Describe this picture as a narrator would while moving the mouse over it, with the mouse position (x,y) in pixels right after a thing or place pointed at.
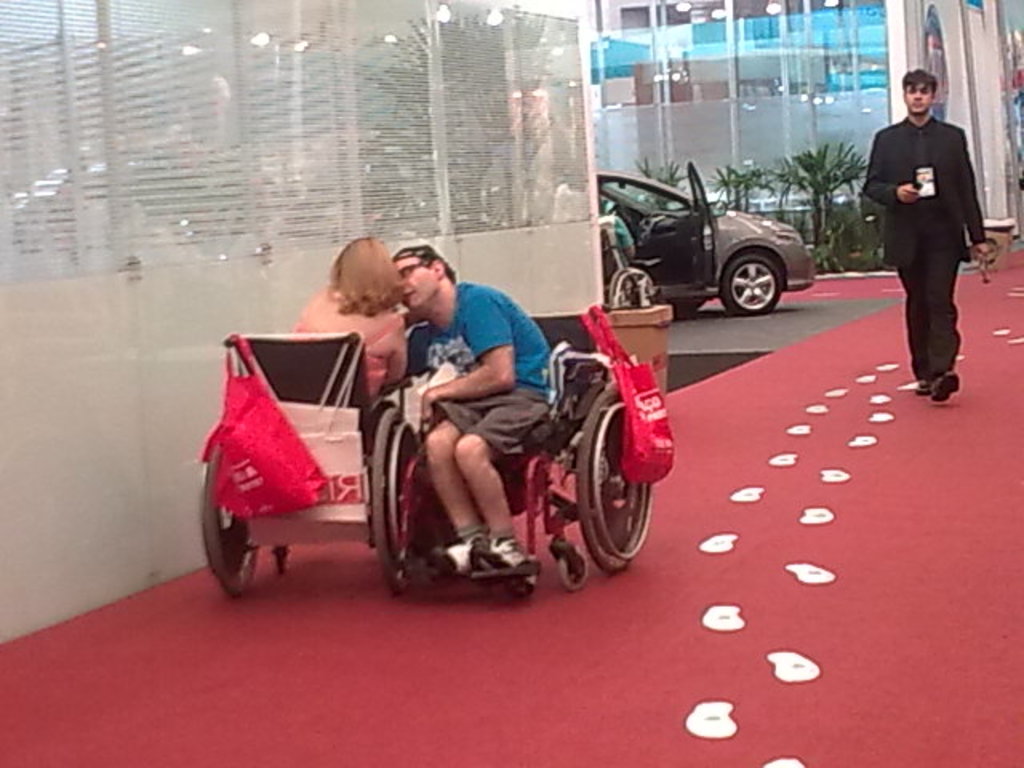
In this picture we can observe two members (433,298) in the wheel chairs (369,438) who were in opposite directions. One of them was a man (440,453) and the other was a woman (366,297). There are two red color covers (243,407) hanged to their chairs (277,361). On the right side (889,262) there is a man (889,262) walking. We can observe a car (678,194) parked on the floor (769,317). In the background (837,189) there are some plants (824,246).
